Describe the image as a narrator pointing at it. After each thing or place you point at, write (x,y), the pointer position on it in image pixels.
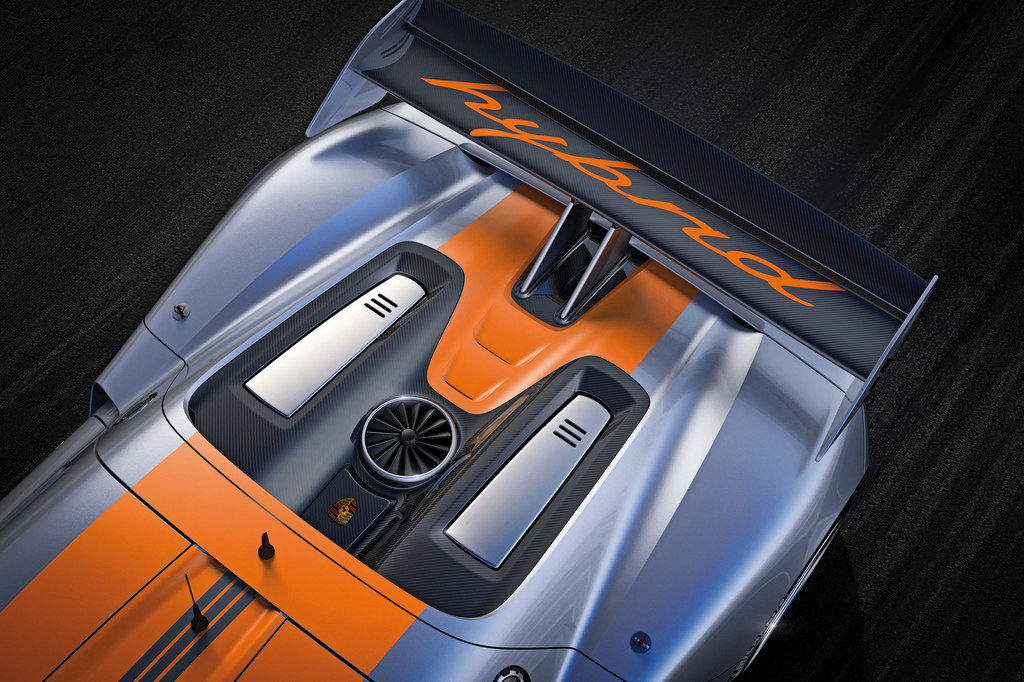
In this image I can see a race car (335,400) which is grey, black and orange in color. I can see the black colored background (901,584).
